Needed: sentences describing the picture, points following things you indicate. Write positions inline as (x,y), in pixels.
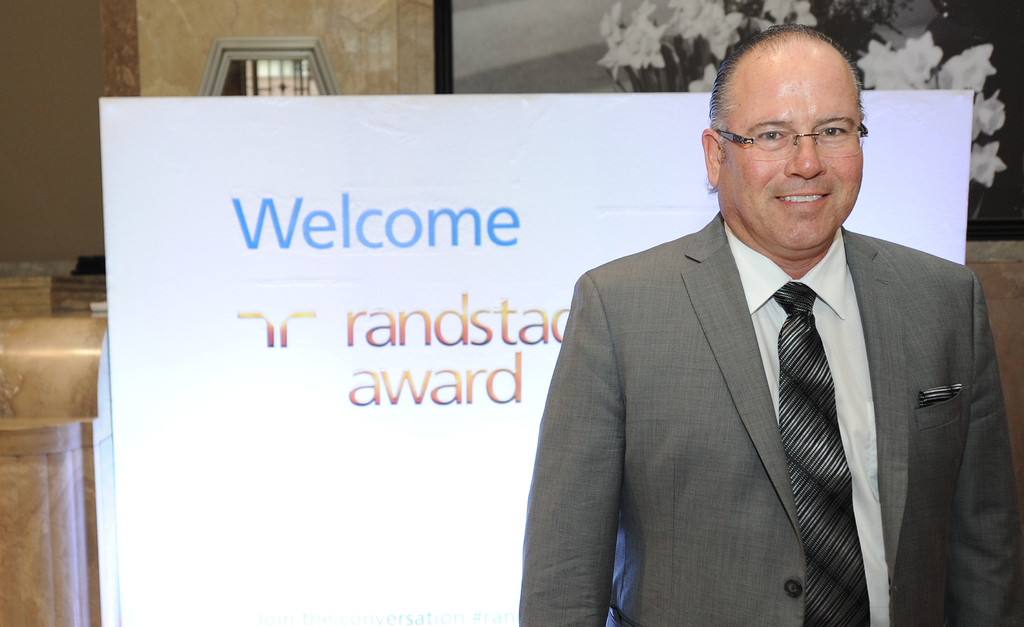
In this image there is a man (762,507) on the right side (762,507) who is wearing the suit (779,480) and a tie (795,459). In the background (467,345) there is a board (352,307) on which there is some script (385,342). Behind the board (410,353) there is a wall (423,30) on which there is some black and white painting (953,35) of the flowers (925,57). On the left side (48,551) bottom there is a pillar (30,480).
